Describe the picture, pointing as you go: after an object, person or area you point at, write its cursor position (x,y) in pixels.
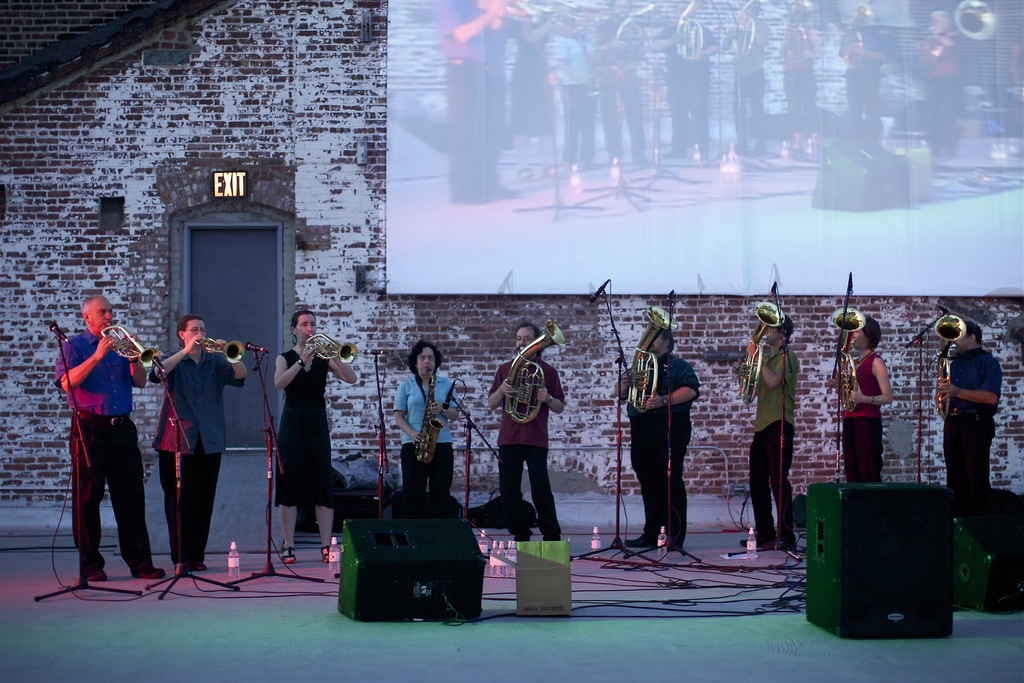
In this image, we can see people (177,394) holding musical instruments (546,349) and there are mics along with stands (182,479) and there are boxes (931,548), bottles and wires (615,563). In the background (451,133), there is a screen (588,168) and a board (227,189) on the wall (565,308). At the bottom (620,657), there is a floor (702,663).
